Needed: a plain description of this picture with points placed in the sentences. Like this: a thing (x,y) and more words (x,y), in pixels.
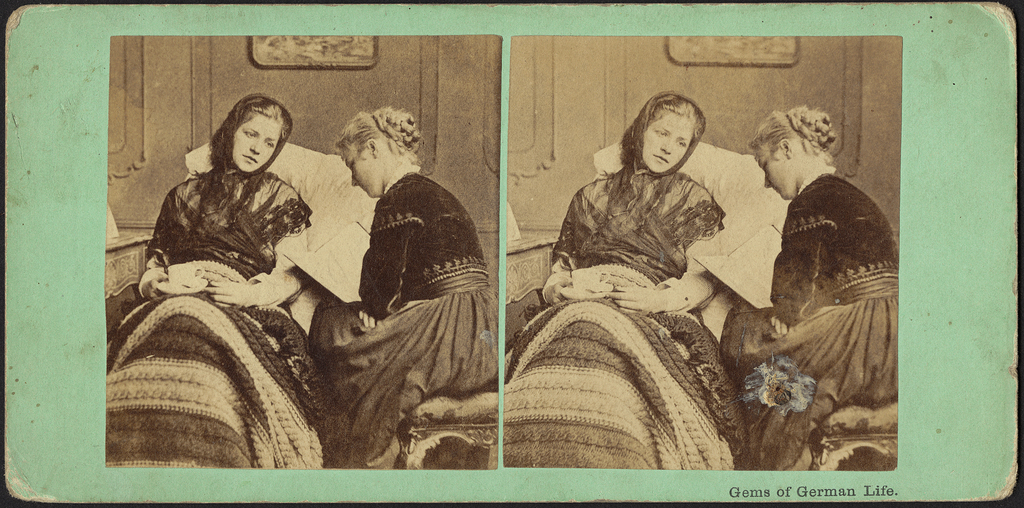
In the center of the image (518,296) there is a card (70,434). On the card (815,487), we can see black and white photos (145,404). And on the left side of the image (334,329), we can see two persons (328,348) are sitting and the left side woman (247,285) is holding some object (173,286). And we can see one blanket (223,309) on her. In the background (122,265) there is a wall (375,71), table (129,247), photo frame (291,51) and a few other objects (335,230). On the right side (715,269), we can see the same picture (711,280). In the bottom right side of the image (810,491), we can see some text (876,488). And we can see the green color border (943,428) around the image.
